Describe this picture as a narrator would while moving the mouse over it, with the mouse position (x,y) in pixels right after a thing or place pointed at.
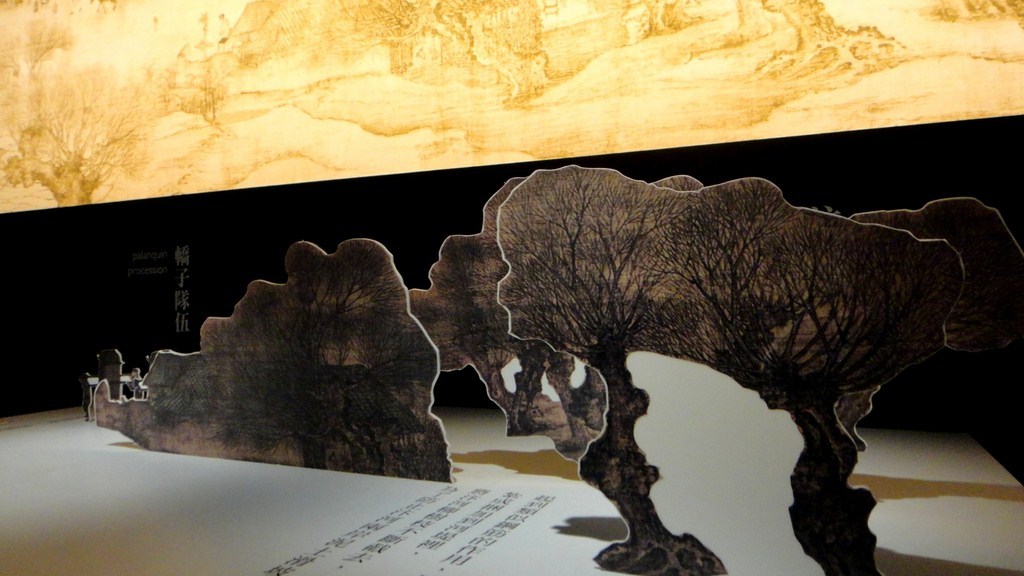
In this image I can see the table (597,542). On the table (457,514) there are papers (433,498) and I can see some paper trees (424,367). In the back (215,215) I can see the wall (212,236) which is in black and cream color.
